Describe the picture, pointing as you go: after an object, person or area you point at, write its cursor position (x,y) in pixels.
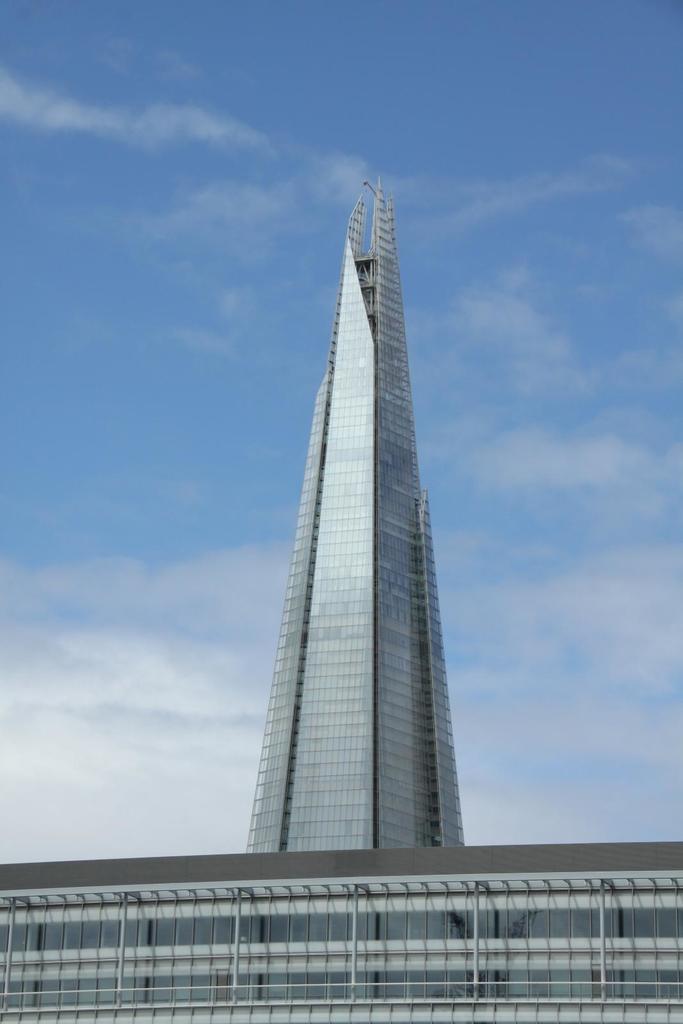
In this picture I can see a building (429,809), in the background (514,543) I can see the sky (504,539).
